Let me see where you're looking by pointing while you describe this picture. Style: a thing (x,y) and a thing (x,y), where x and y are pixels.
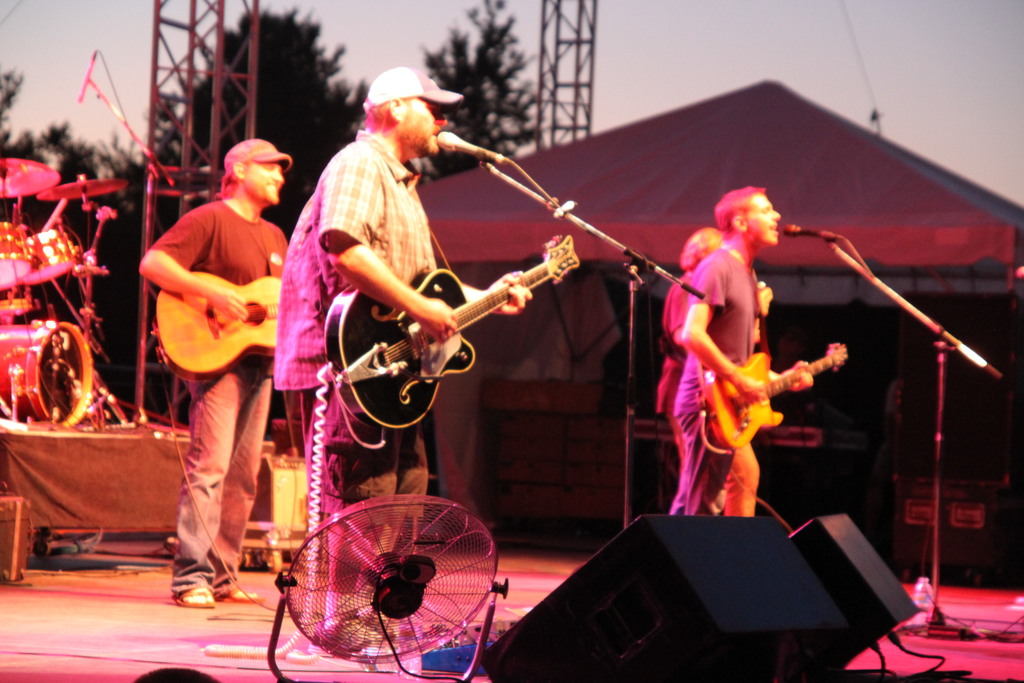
At the top (702,57) we can see sky (728,42) and it seems like an evening. These are trees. Here we can see a tent (735,154). We can see persons (768,240) standing in front of a mike (937,577) and playing guitar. These are drums (70,334). This is a fan (318,628) and we can see a bottle (928,598) and devices (721,621).
